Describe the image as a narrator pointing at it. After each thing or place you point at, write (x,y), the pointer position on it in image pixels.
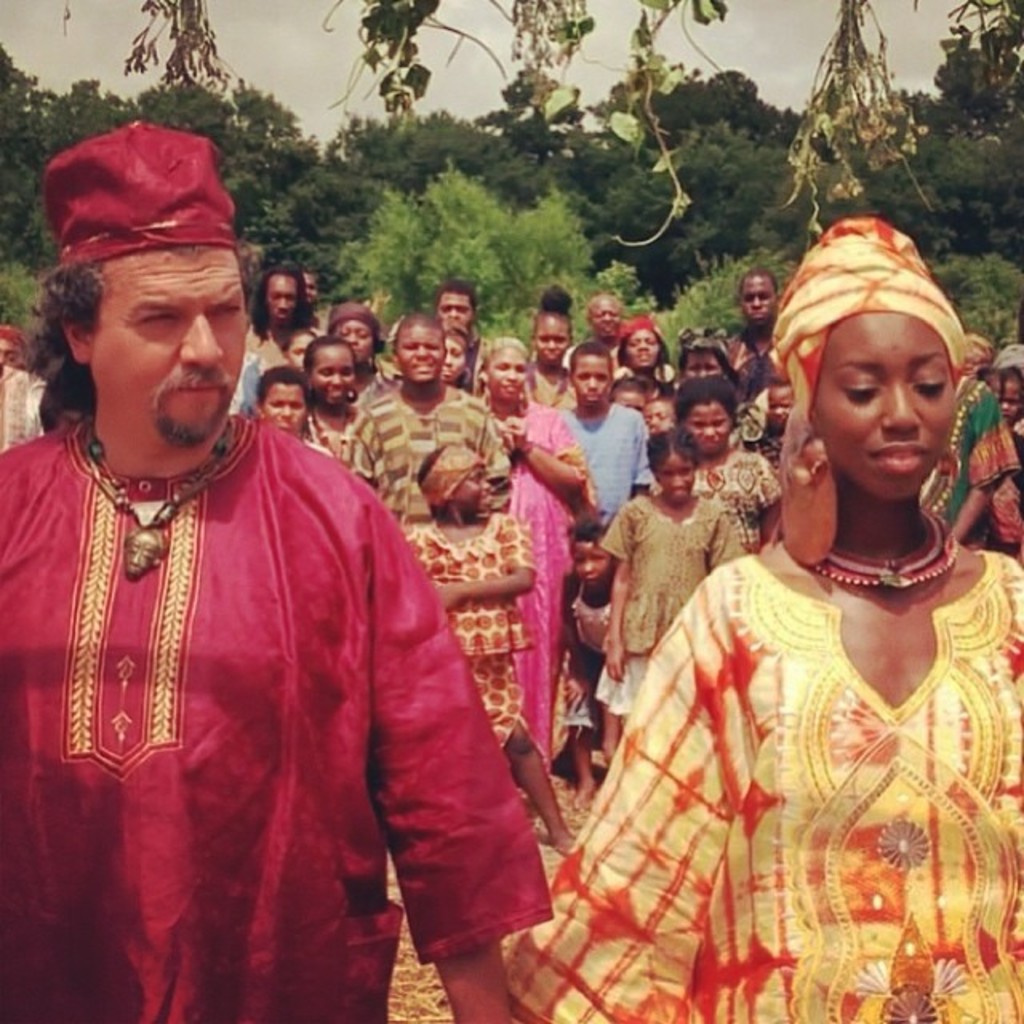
In this image we can see many people (536,795). There are many trees (621,233) in the image. We can see the sky (317,50) in the image.
